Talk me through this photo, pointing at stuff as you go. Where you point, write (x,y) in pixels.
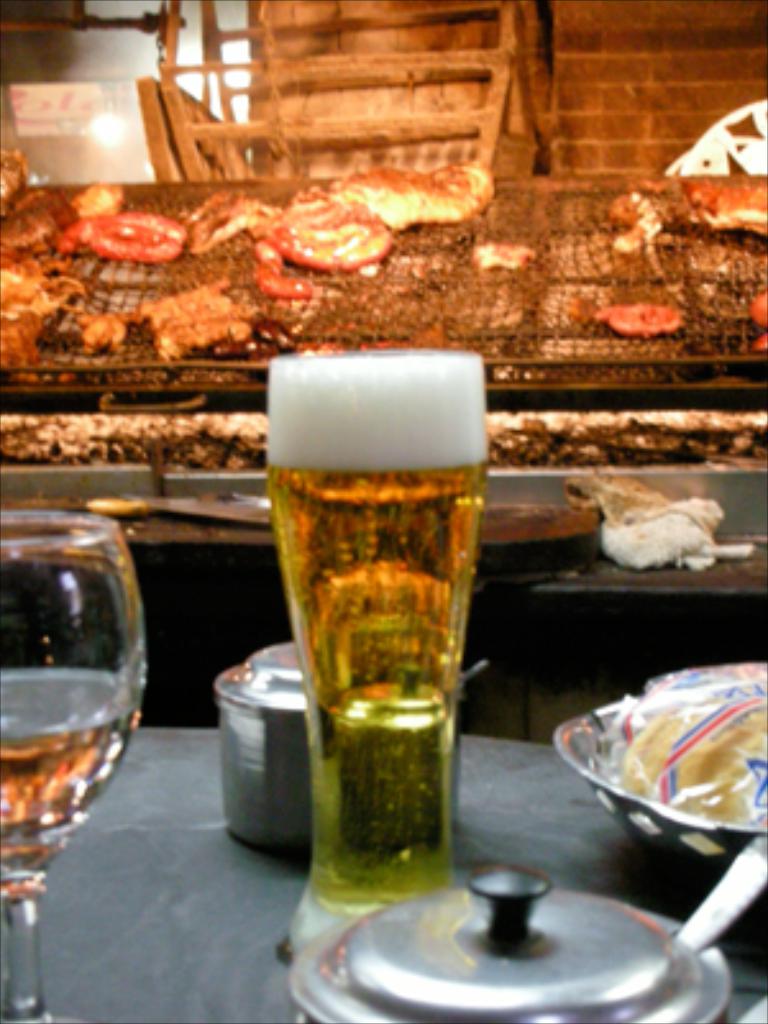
On this table (303,863) there is a bowl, glasses (357,700) with liquid (363,664), container (305,760) and objects (447,963).
